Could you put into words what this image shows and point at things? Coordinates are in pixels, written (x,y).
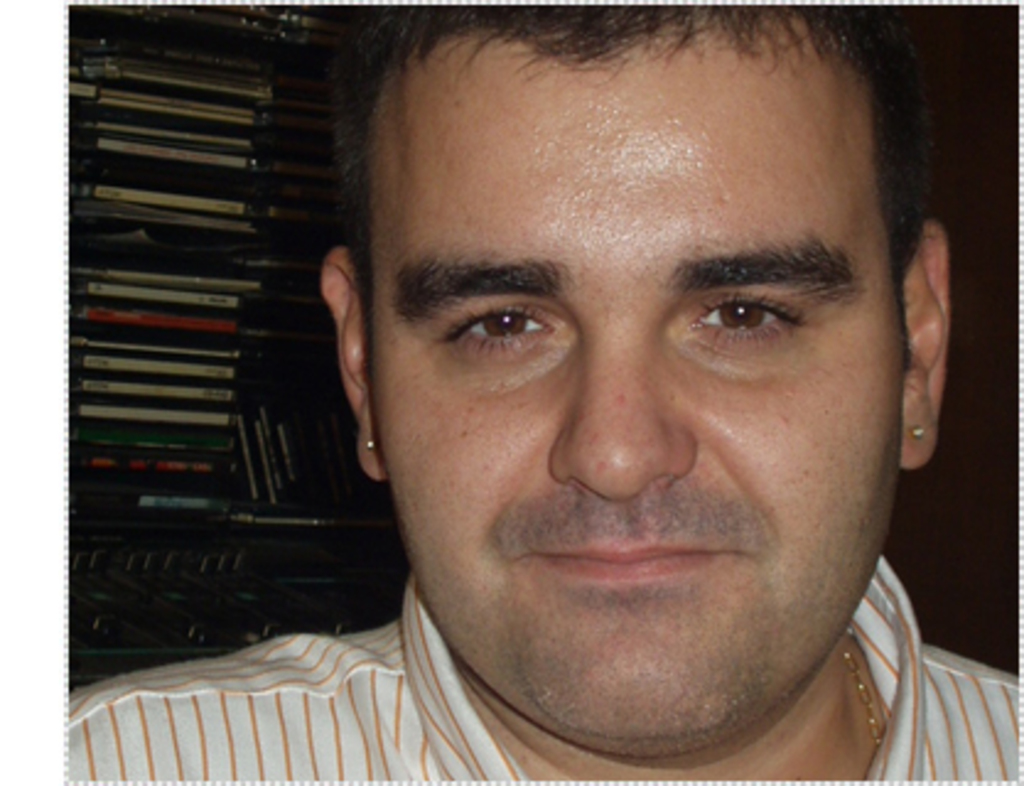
In this picture there is a man (770,468) who is wearing a shirt (972,714) and locket (877,726). He is smiling. He is sitting near to the rack (236,576). On the rack (216,479) we can see many CD cases (178,467).
